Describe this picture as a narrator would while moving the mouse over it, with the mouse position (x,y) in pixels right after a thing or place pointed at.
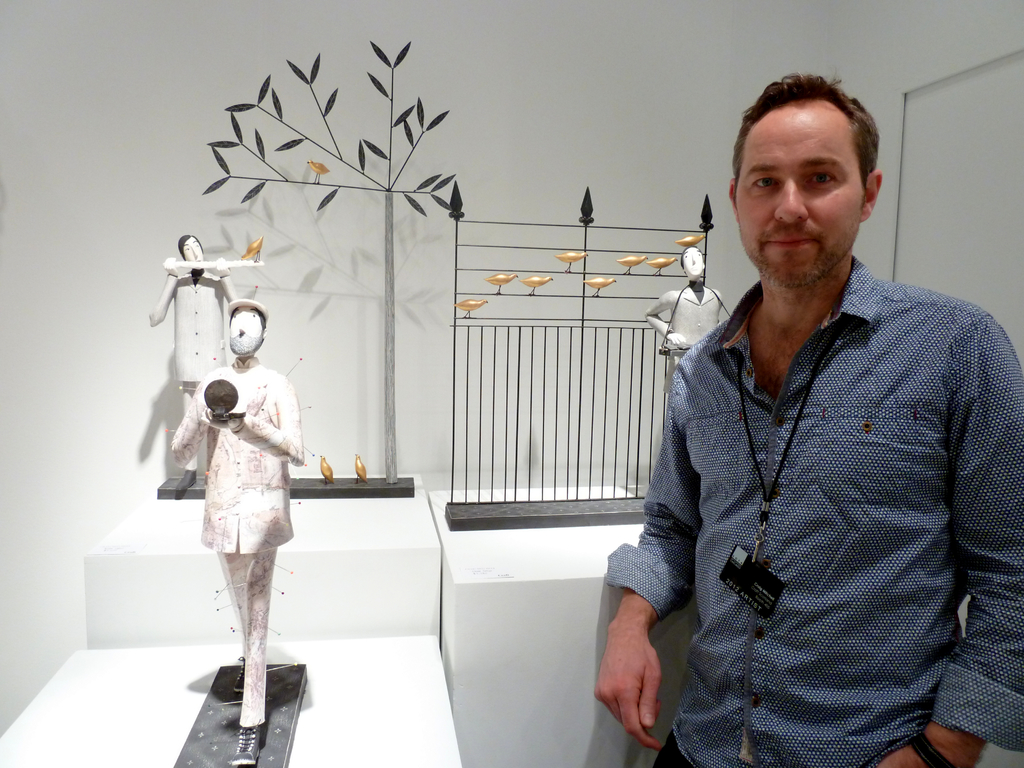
In this picture I can see there is a man (1021,466) standing on the right side (863,521) and he is wearing an ID card (755,610) and a shirt (997,594). There are statues (242,300) of few people (659,310) and there are few birds (533,290). In the backdrop (396,90) there is a wall (204,118).
